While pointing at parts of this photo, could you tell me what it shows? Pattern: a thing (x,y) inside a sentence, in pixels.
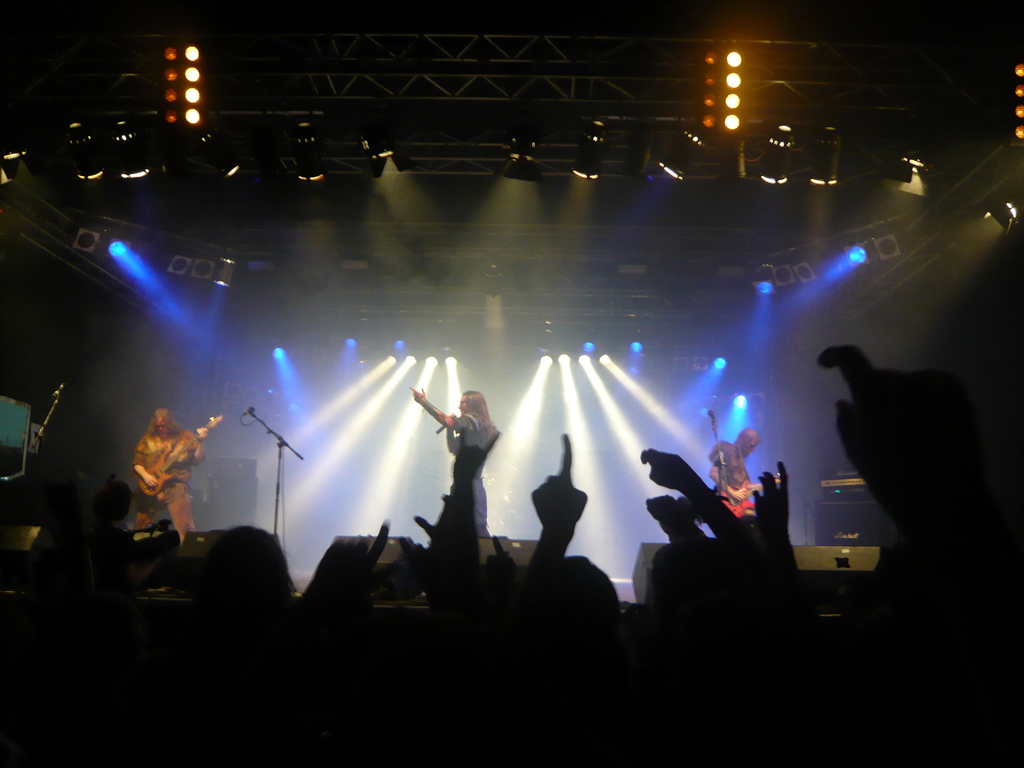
Here in the middle (485,412) we can see a person (464,441) with a microphone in his hand (446,422) singing and beside him we can see two men (736,464) playing guitar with microphones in front of them and above them we can see colorful lights (836,276) and in front of them we can see audience (530,698).
